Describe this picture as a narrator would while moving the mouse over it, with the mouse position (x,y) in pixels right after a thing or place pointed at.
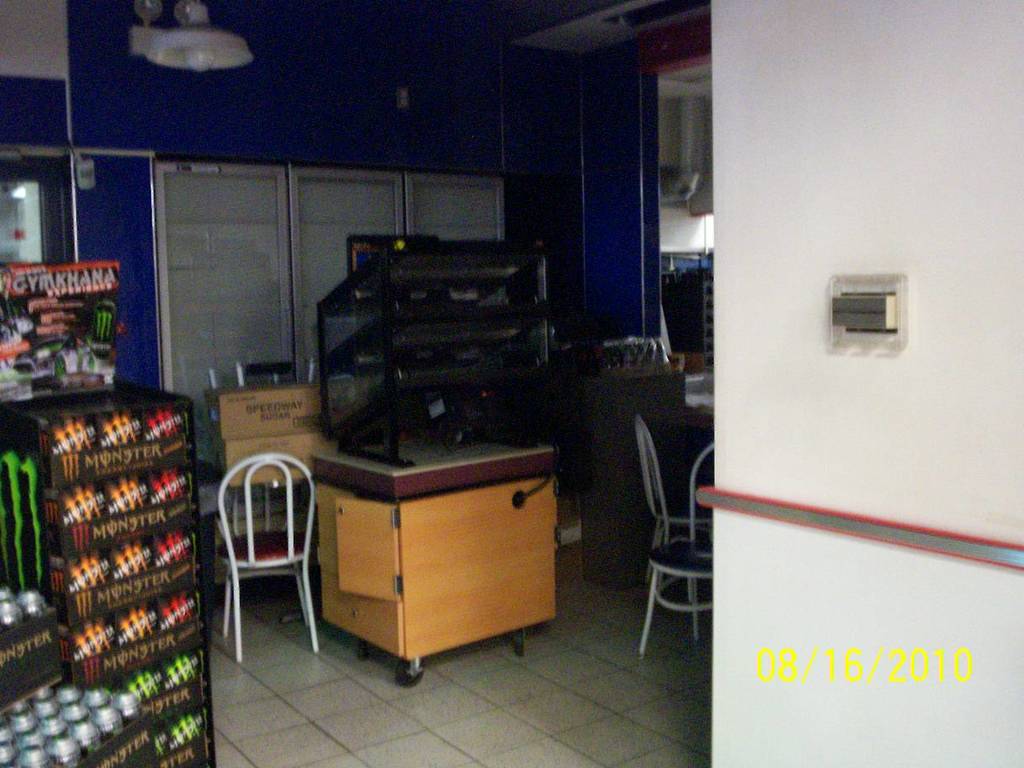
In this image, we can see table (471,532), chairs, carton boxes (290,443), some objects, tins (72,711), poster (89,328). At the bottom (506,686), there is a floor (520,737). Right side of the image (738,537), we can see a wall (931,499) and watermark (904,663). It represents time. Top of the image (199,66), there is a light (199,62).
